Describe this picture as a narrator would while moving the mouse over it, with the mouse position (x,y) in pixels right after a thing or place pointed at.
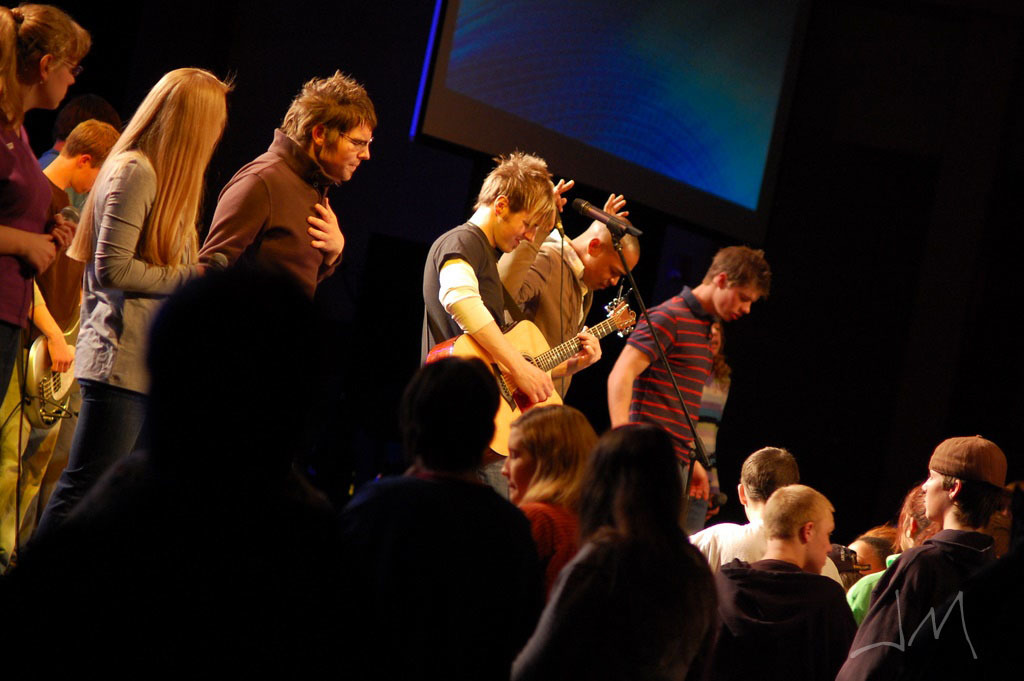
In this image I can see there are group of people (695,338) who are standing on stage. Here is the man (497,329) who is playing a guitar (532,357) in front of a microphone (625,236). Behind these people (365,157) I can see there is a projector screen (576,95).
